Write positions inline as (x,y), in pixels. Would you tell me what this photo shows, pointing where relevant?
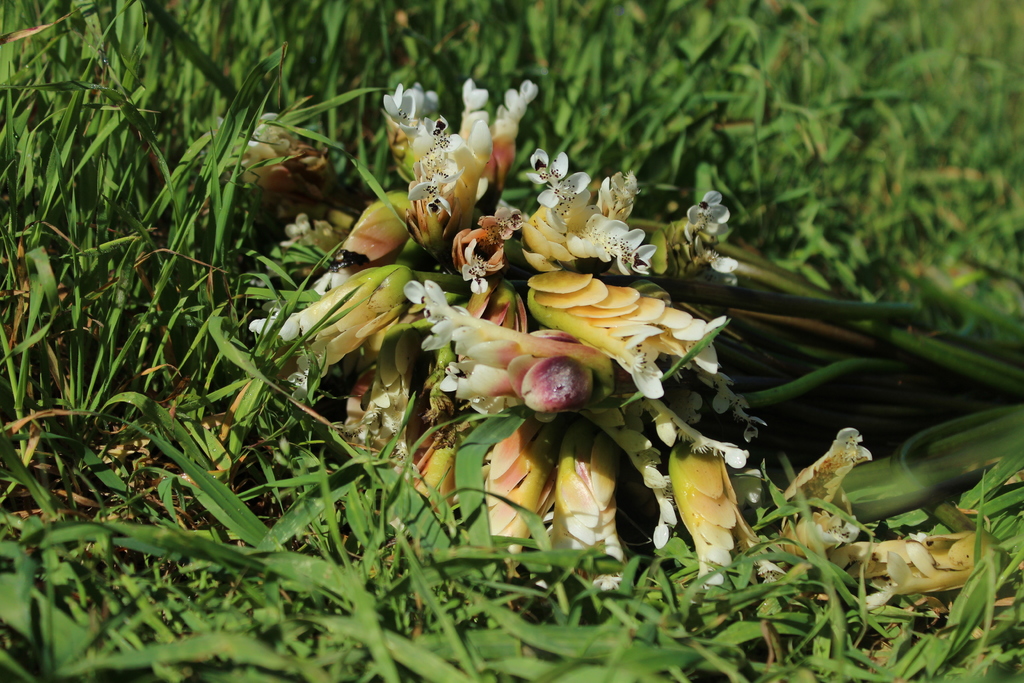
There are some flowers (389,382) on the grassy land (329,544) as we can see in the middle of this image (491,430).
